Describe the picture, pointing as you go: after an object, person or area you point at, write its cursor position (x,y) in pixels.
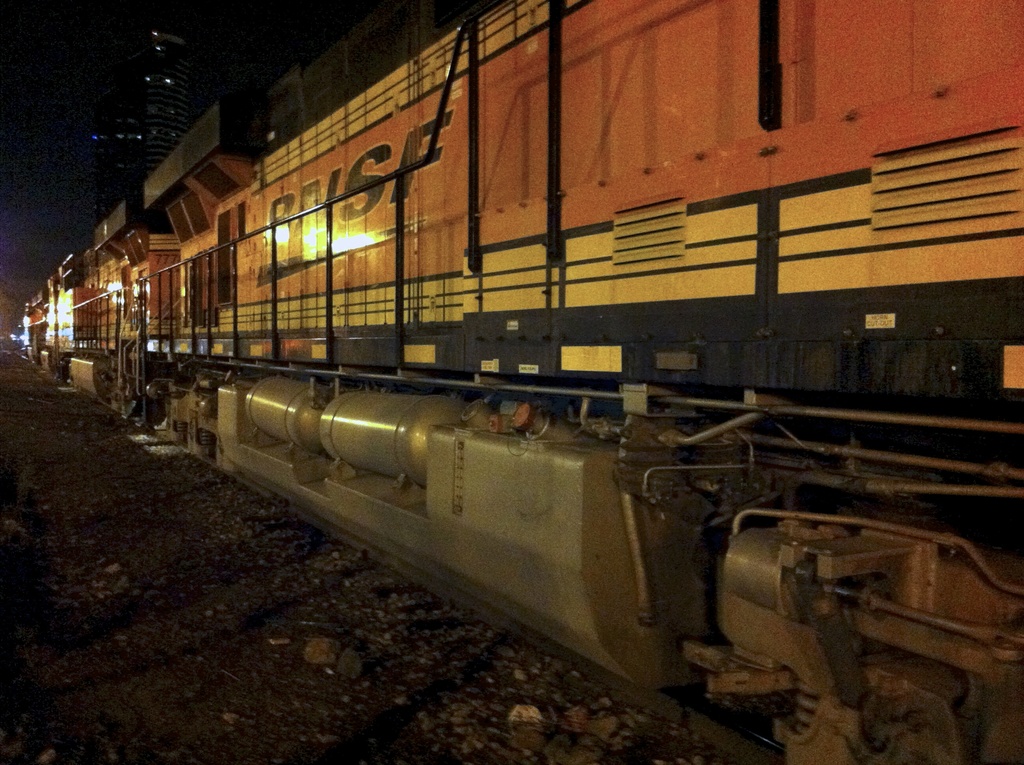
In this image we can see a train (473,304) on the railway track (744,733) and a dark background (31,221).
